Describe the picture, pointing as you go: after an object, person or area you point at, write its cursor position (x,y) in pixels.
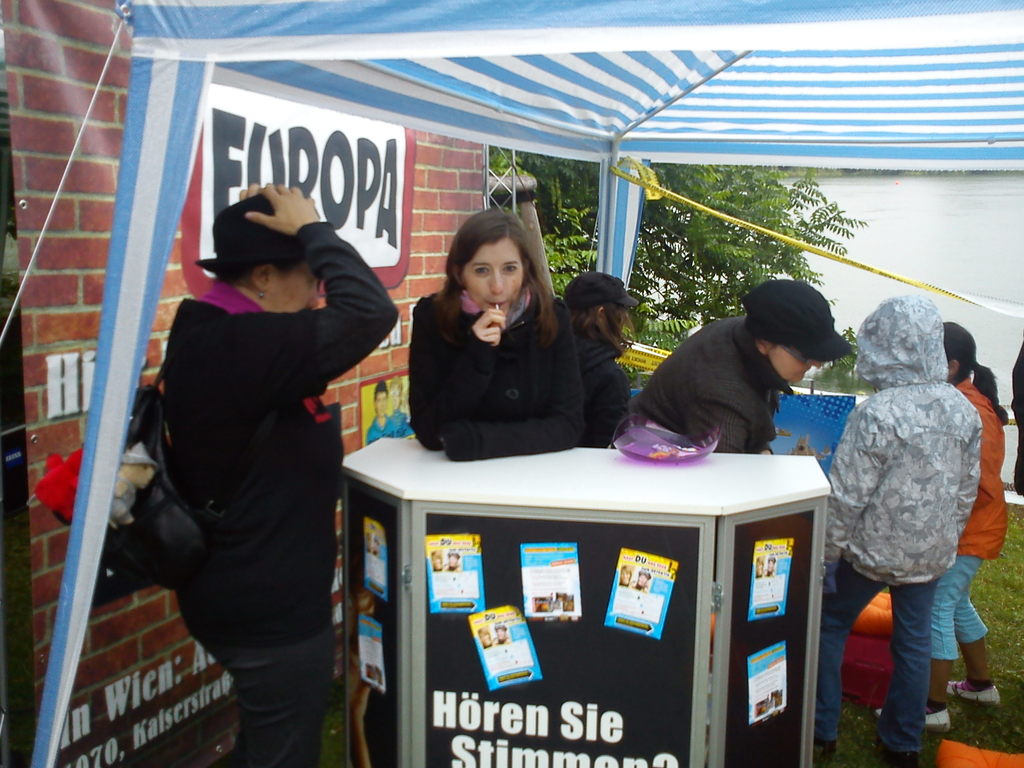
There is a woman (543,316) standing and placed her hands (466,448) on a table (495,459) in front of her and holding an object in her hand (499,321) which is placed in her mouth (495,303) and there are few other persons (326,333) beside her and there are water (934,233) and a tree (841,237) in the background (918,237).
